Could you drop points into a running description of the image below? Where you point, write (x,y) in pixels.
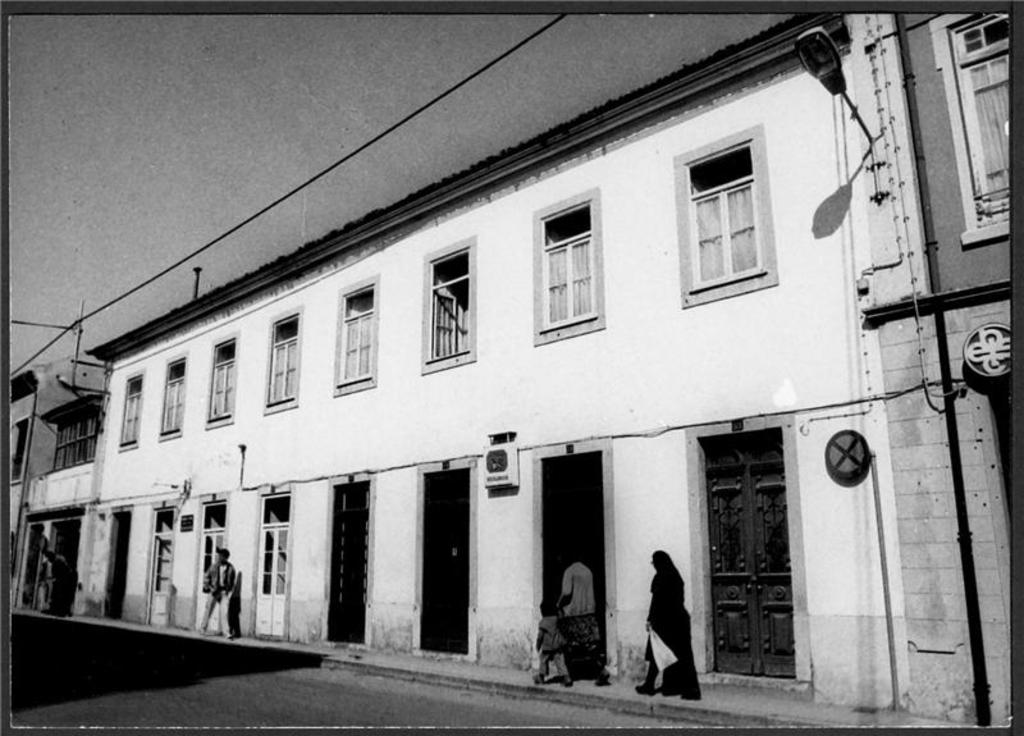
This is a black and white image. In it we can see buildings (692,392) and these are the windows (732,262) of the building (688,277). There are even people (673,673) walking and wearing clothes (682,682). Here we can see light (825,86), electric wires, road (242,691), footpath (326,649) and the sky (204,162). Here we can see the door (765,597) of the building (762,602).
